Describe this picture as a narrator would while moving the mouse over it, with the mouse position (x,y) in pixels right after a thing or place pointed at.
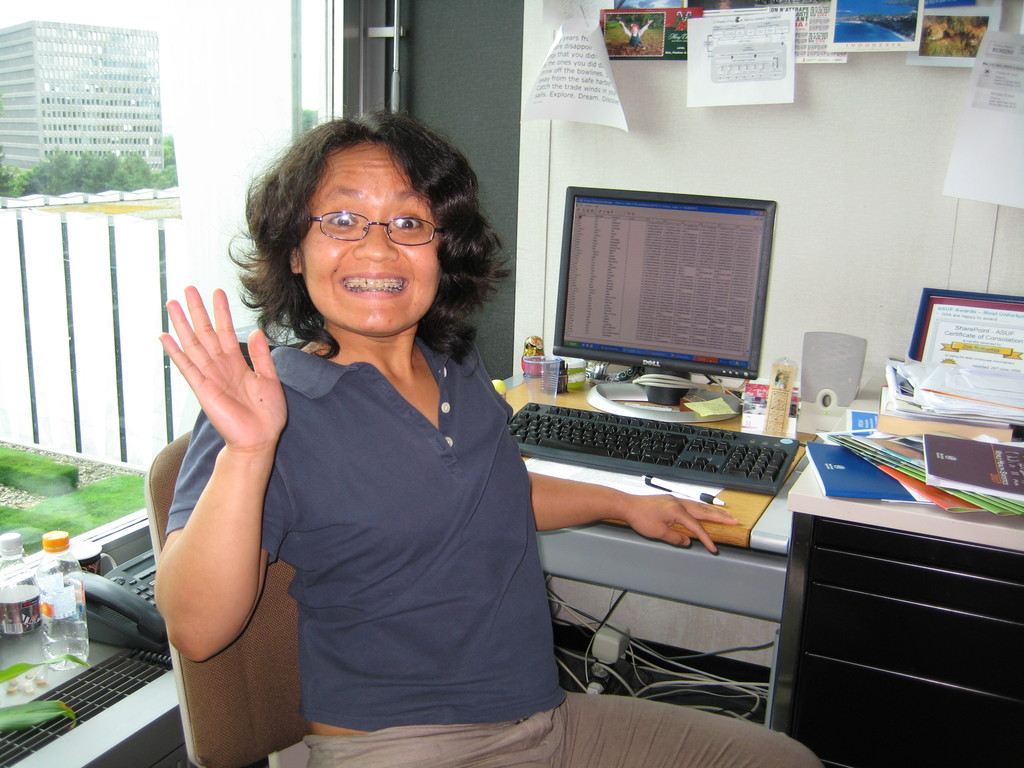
In this image, we can see a woman (421,648) sitting on a chair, we can see a table (551,460), on that table (848,541), we can see a keyboard (611,434) and a monitor (599,391), we can see some objects (983,371) on the table (1018,539), on the left side (112,610) we can see a telephone (105,626) and we can see a window (65,260).
